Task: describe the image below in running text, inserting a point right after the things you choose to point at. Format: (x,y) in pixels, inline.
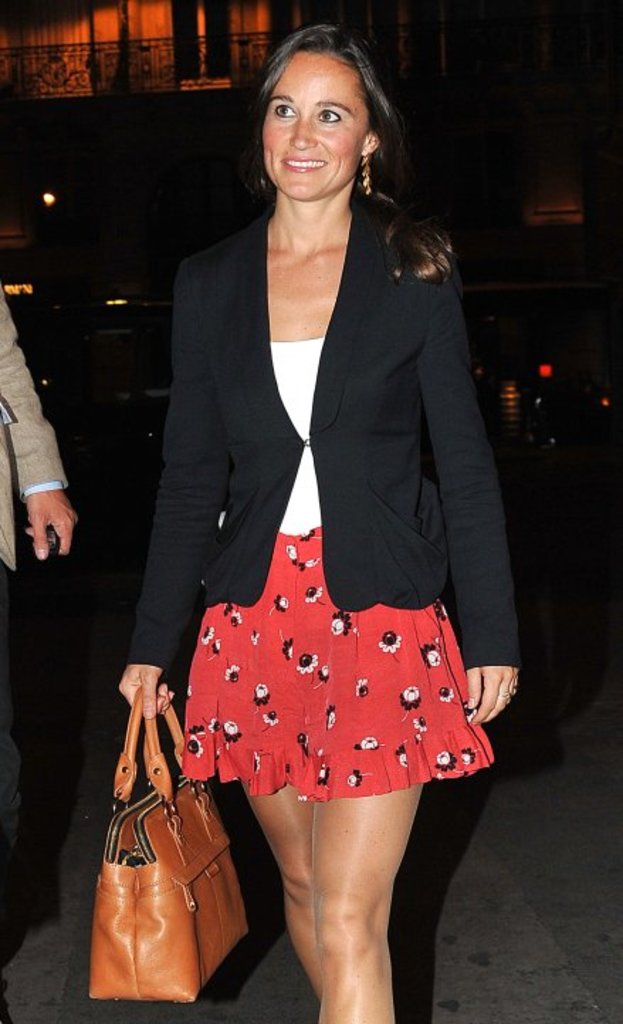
Here a woman (234,722) is holding bag (142,829) in her hand (154,712) and walking beside her there is a person (33,441).
